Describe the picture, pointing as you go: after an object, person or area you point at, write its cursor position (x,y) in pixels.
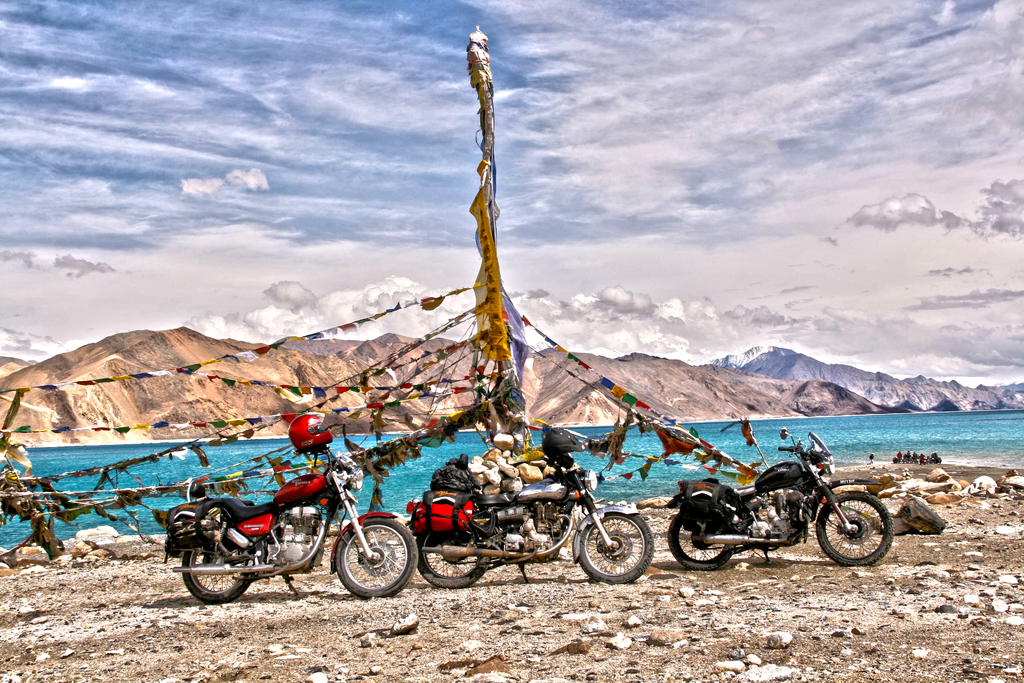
In this image we can see many mountains (293,379). There is a lake (888,425) in the image. There is a cloudy sky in the image. There are three motorbikes (744,516) and few objects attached to it. There is an object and many flags (404,439) attached to it. There are many rocks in the image.
